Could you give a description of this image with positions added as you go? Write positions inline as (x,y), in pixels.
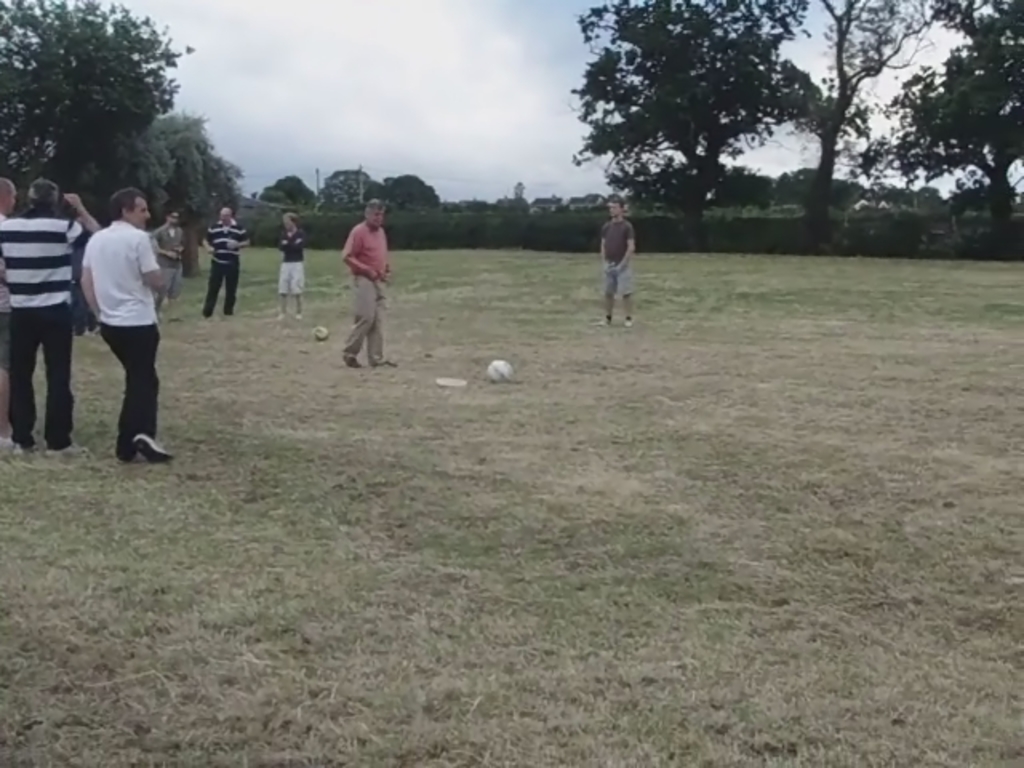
In the image there are many men (153,281) standing in the back (364,331) with footballs (493,371) in front of them on the grassland (592,413) and in the back (737,240) there are trees (755,120) all over the place and above is sky (366,113).
